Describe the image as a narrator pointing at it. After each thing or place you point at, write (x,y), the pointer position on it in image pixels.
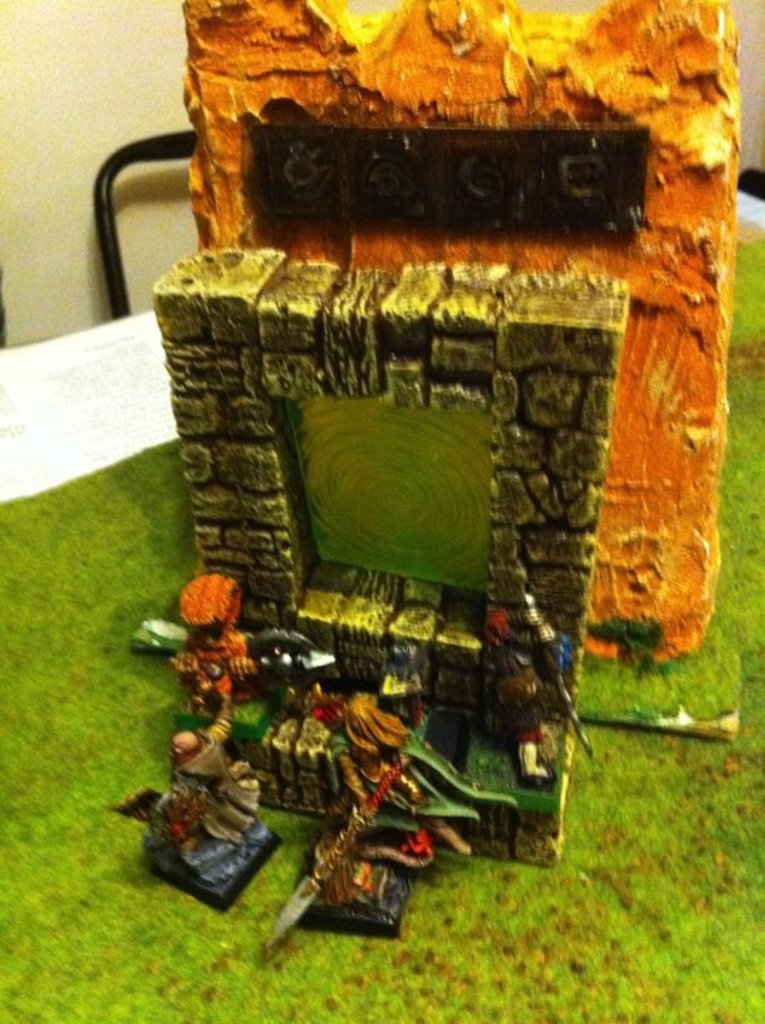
In this image I can see the miniature (246,470) of colorful objects (446,539). I can see few toy people (228,824) and these are on the green and white color surface (676,964). Background (39,253) is in cream color.
